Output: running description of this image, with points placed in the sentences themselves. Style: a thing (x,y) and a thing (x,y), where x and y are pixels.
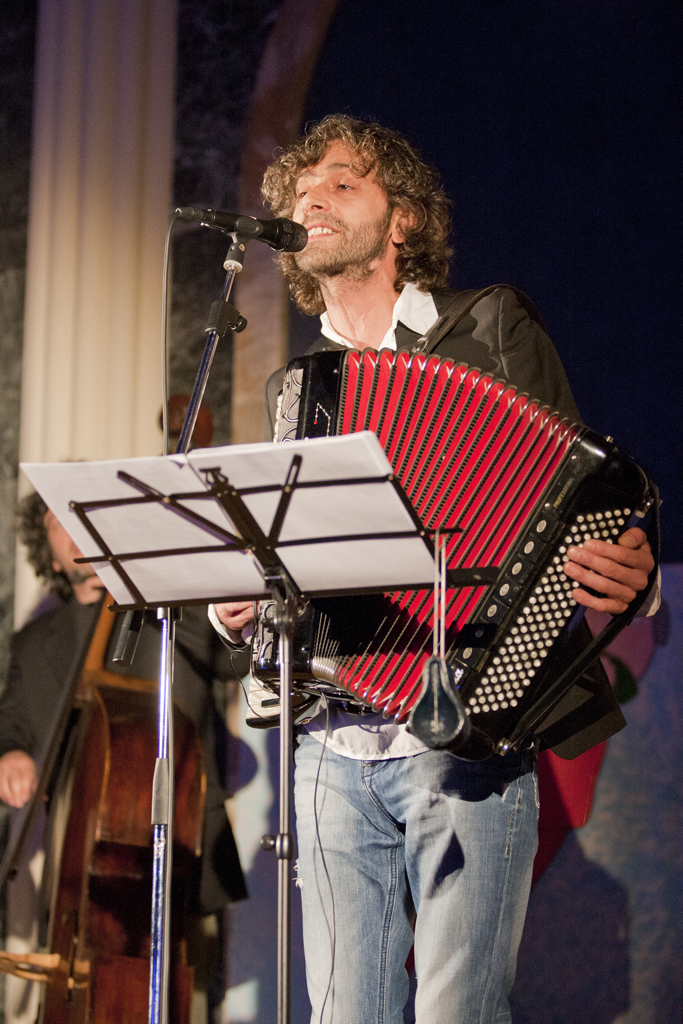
In this image there are two persons (209,667) playing musical instruments (480,538), in front of one man (305,347) there is mike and stand (242,524), in the background (299,952) there is a wall (289,68).
